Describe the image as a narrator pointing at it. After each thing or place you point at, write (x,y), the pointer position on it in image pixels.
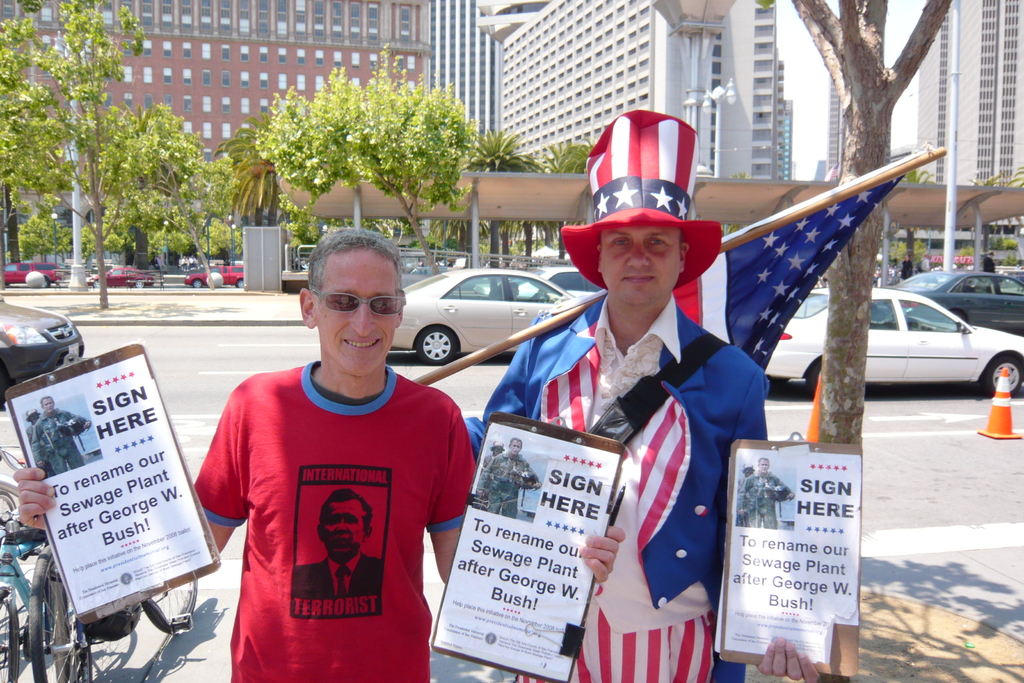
This image is taken outdoors. In the background (528,45) there are a few buildings (733,120) with walls (445,82), windows (472,68), doors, railings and balconies (624,52). There are a few trees (342,187) and plants (255,213). At the bottom of the image (901,509) there is a road (921,492) and two people (569,415) are standing on the road (211,670) holding a flag (424,379) and a few boards (61,413) with text (564,544) on them. Two bicycles (28,583) are parked on the road (926,447). In the middle of the image (552,299) a few cars (1018,307) are moving on the road (985,412).
